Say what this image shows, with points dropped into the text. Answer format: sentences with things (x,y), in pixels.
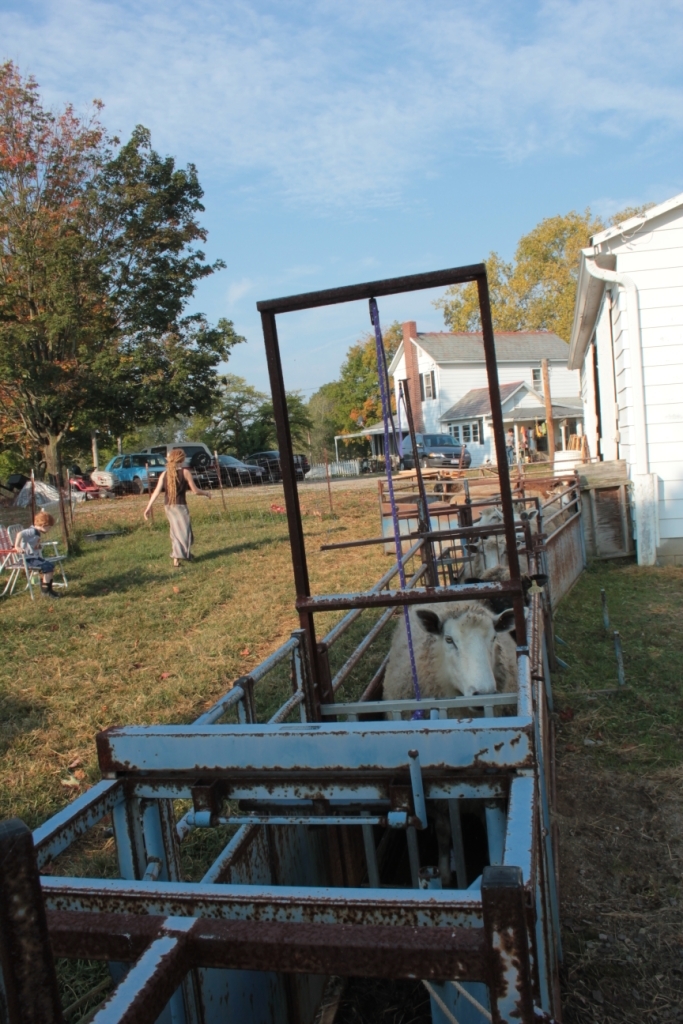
In this image we can see animals (484,624) in a metal object (394,761). In the background (399,436), we can see houses (478,398), cars (159,451), trees (103,411), grassy land (46,689), a woman (165,473) and a boy (26,532). At the top of the image (424,72), we can see the sky (325,32).
